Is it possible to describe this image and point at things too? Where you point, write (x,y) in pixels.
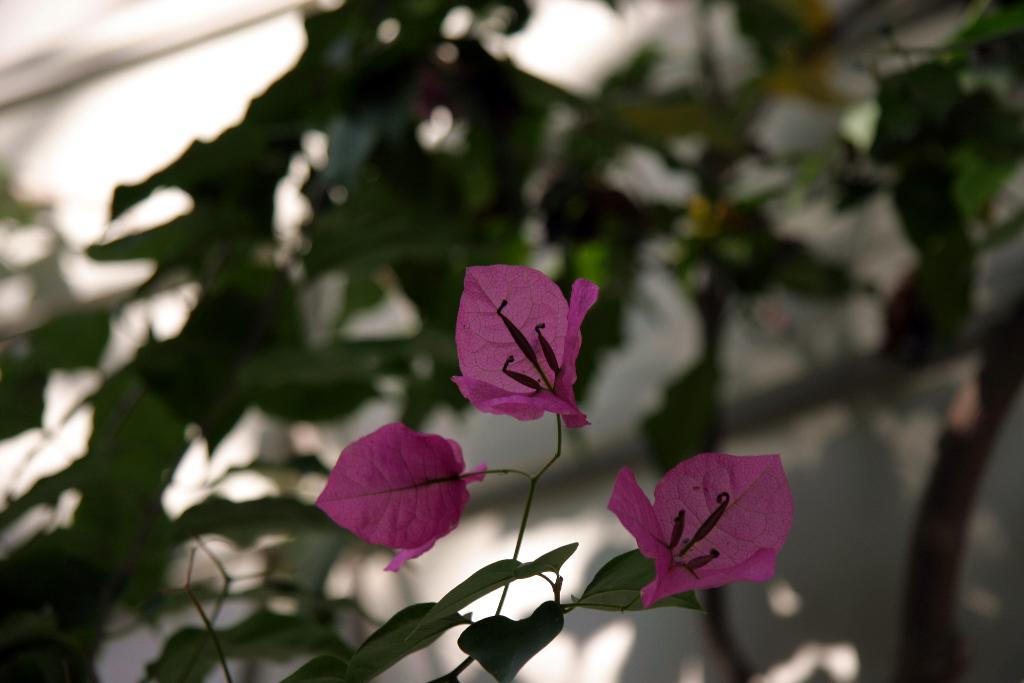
In this image, we can see some leaves (672,446) and buds (544,392) on the blur background.
